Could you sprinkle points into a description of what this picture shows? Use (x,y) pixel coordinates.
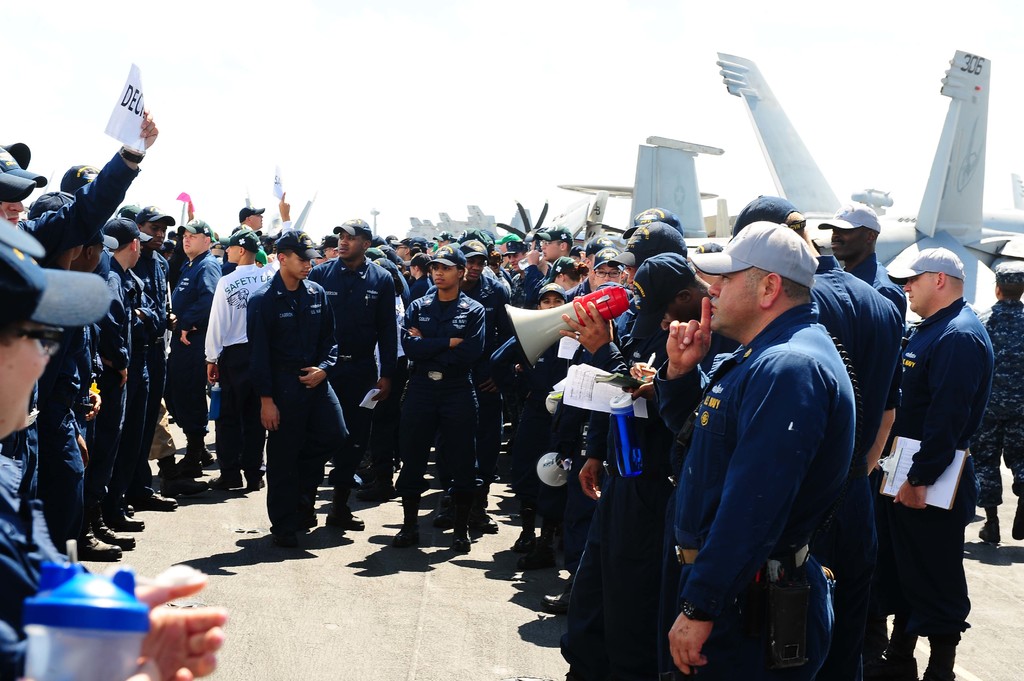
In this picture we can see a group of people (408,537) on the ground (378,537), here we can see a loudspeaker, posters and some objects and in the background (948,112) we can see airplanes (801,200), sky (1014,57).
